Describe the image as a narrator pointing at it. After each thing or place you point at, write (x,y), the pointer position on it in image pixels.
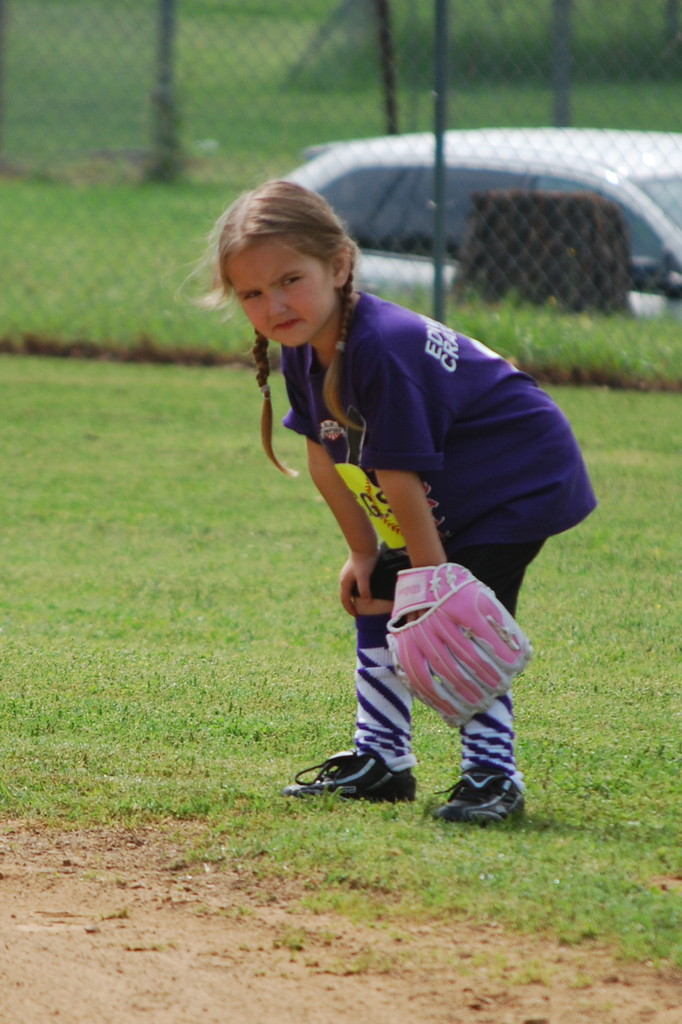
In this image I can see a girl (273,251) in the front (297,217). In the background (276,132) I can see the iron fence (314,118), a white colour car (402,159) and an open grass ground (368,90). I can also see few poles (392,59) and I can see this image is little bit blurry.
